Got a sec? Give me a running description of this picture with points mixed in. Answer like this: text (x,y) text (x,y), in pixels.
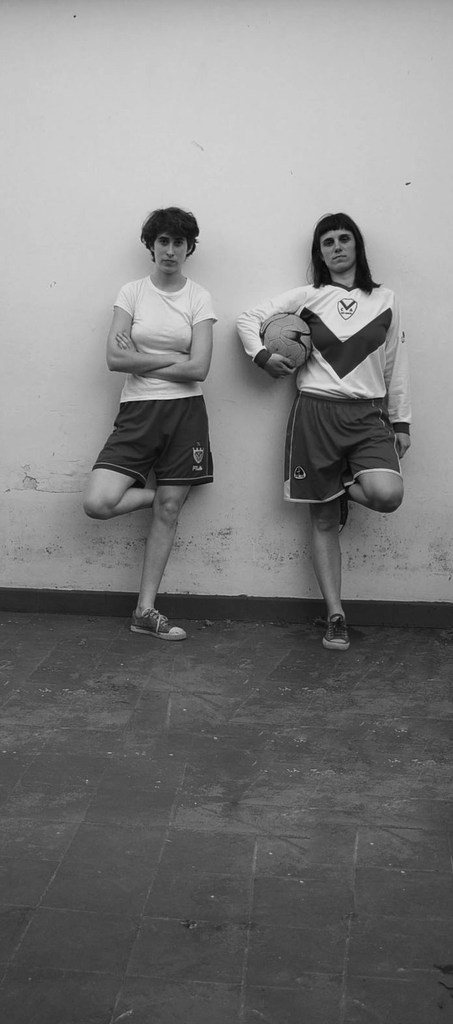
This is a black and white image and here we can see two people (279,357) and one of them is holding a ball (293,362). In the background (224,170), there is a wall (263,379) and at the bottom (180,860), there is floor (180,892).
